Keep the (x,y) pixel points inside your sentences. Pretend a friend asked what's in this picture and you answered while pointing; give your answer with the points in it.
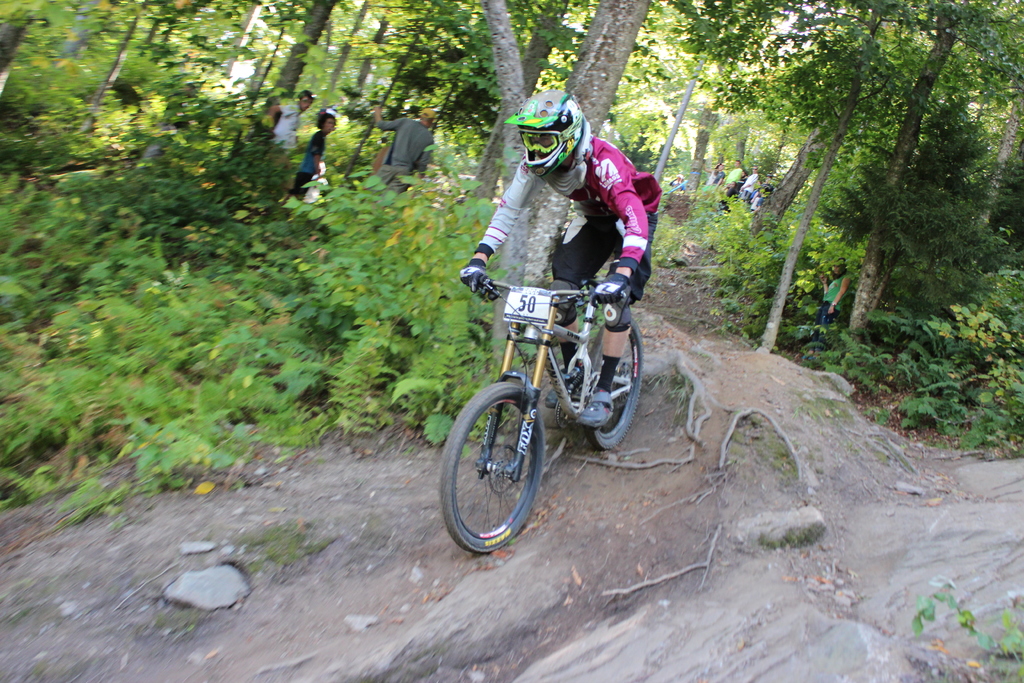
In this picture I can see a person (586,183) riding a bicycle (520,306), there are group of people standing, and in the background (577,91) there are trees (485,94).
